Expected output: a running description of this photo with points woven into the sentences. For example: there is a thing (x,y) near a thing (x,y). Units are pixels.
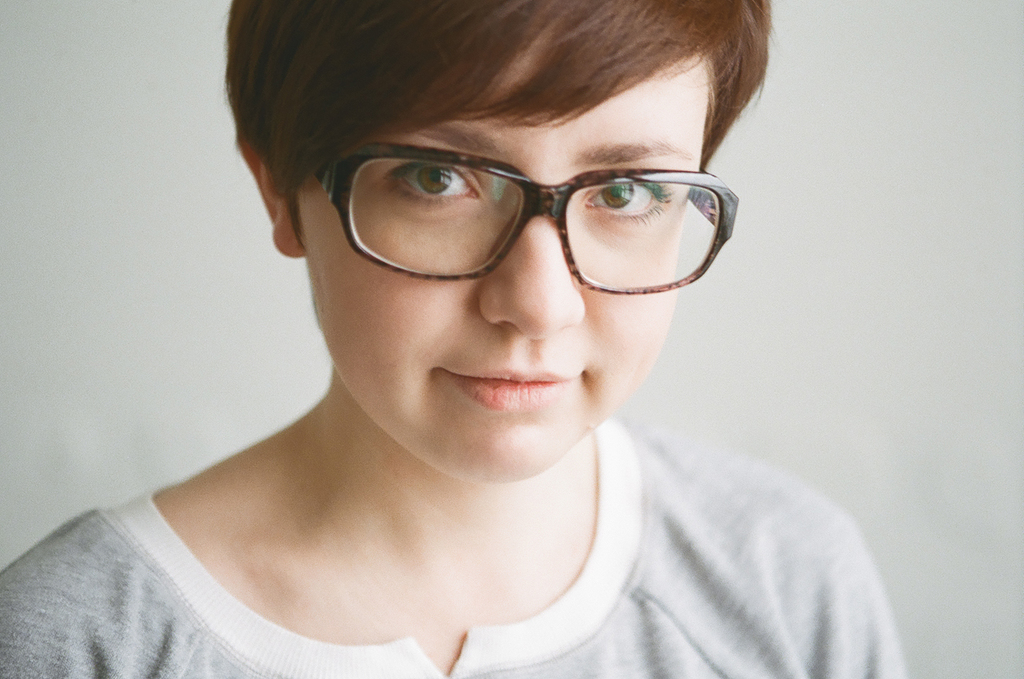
In this image, we can see a person (496,277) wearing spectacles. We can also see the background (1005,76).
